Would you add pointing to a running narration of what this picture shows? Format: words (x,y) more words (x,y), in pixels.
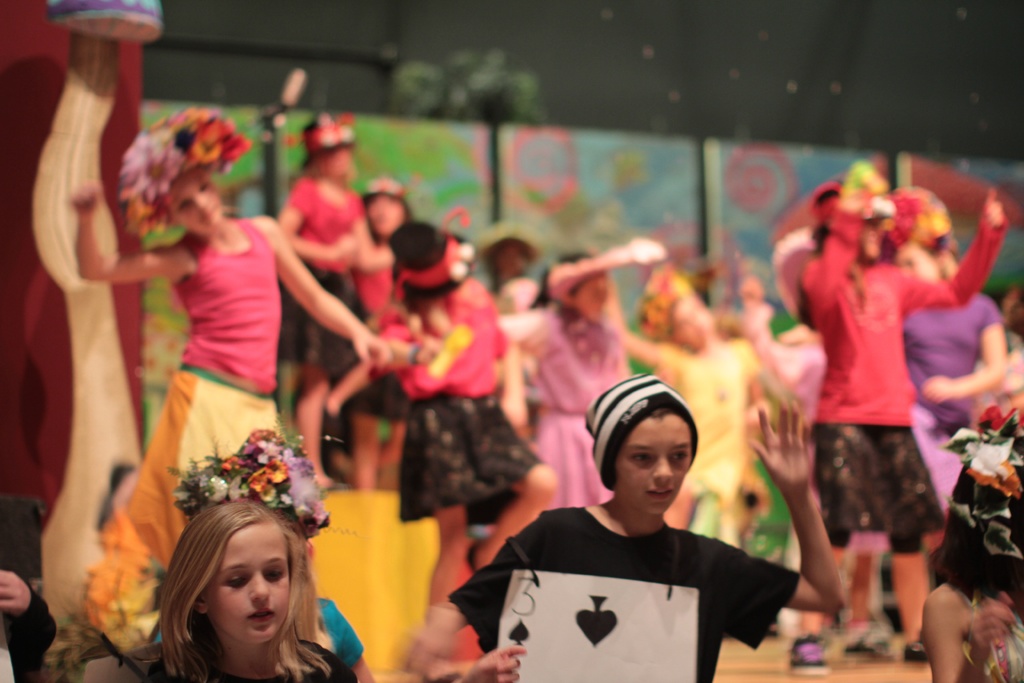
In this image we can see a few people (437,335) are dancing, some of them are wearing hats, there are boards (581,161) on the wall (809,74), there is a poster (601,634) with number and pictures (598,641) on it.
